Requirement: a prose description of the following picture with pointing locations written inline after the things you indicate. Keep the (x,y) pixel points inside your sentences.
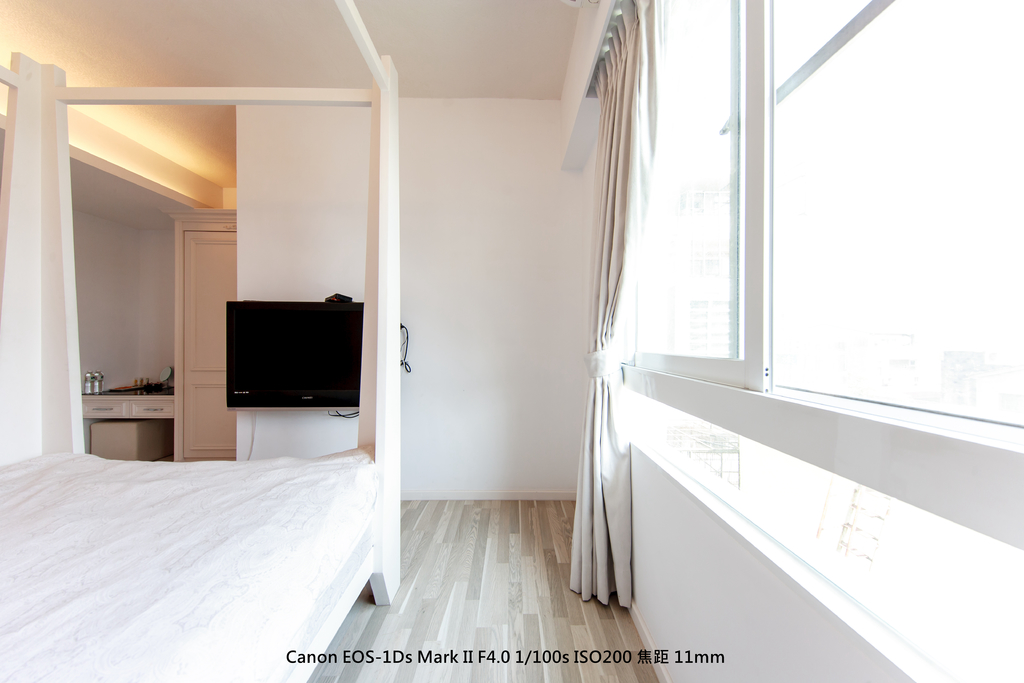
In this picture we can see a bed (16,413) on the left side (82,590). There is a curtain (617,353) and a glass window (911,33) on the right side (797,107). We can see a Television (268,408) on a white surface (268,298). We can see some text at the bottom (489,660).
